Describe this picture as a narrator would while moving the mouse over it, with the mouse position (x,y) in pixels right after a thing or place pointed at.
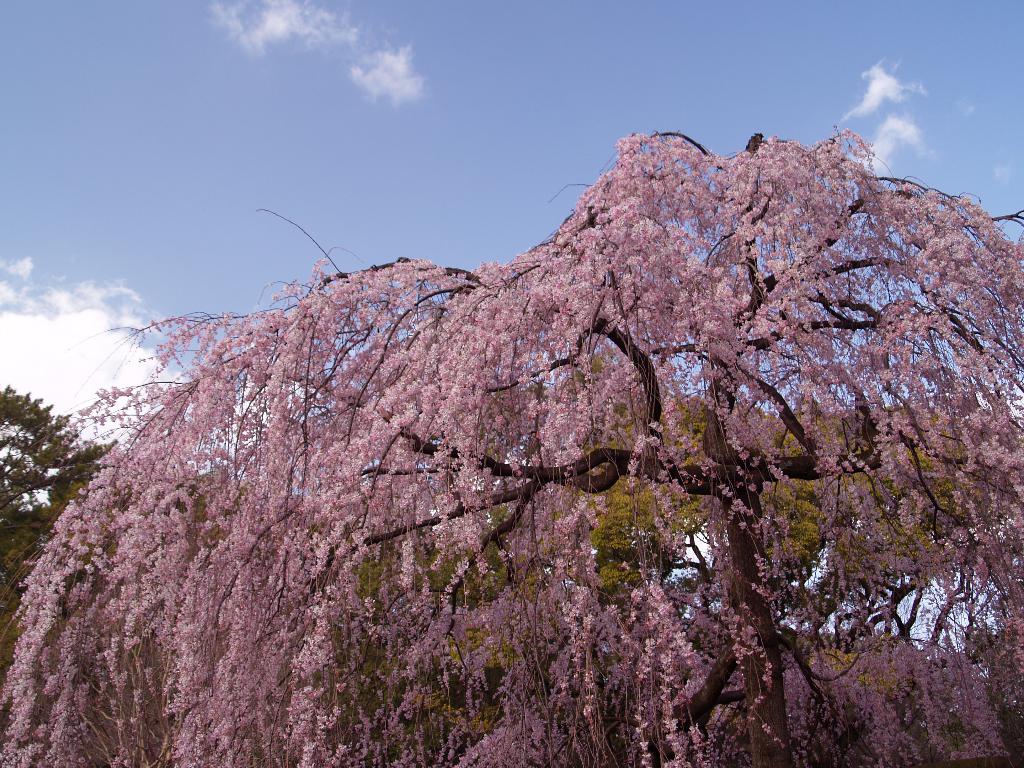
In this picture we can see flowers (549,615) in the front (671,605), in the background (801,563) there are trees (483,545), we can see the sky (431,136) at the top of the picture (311,99).
